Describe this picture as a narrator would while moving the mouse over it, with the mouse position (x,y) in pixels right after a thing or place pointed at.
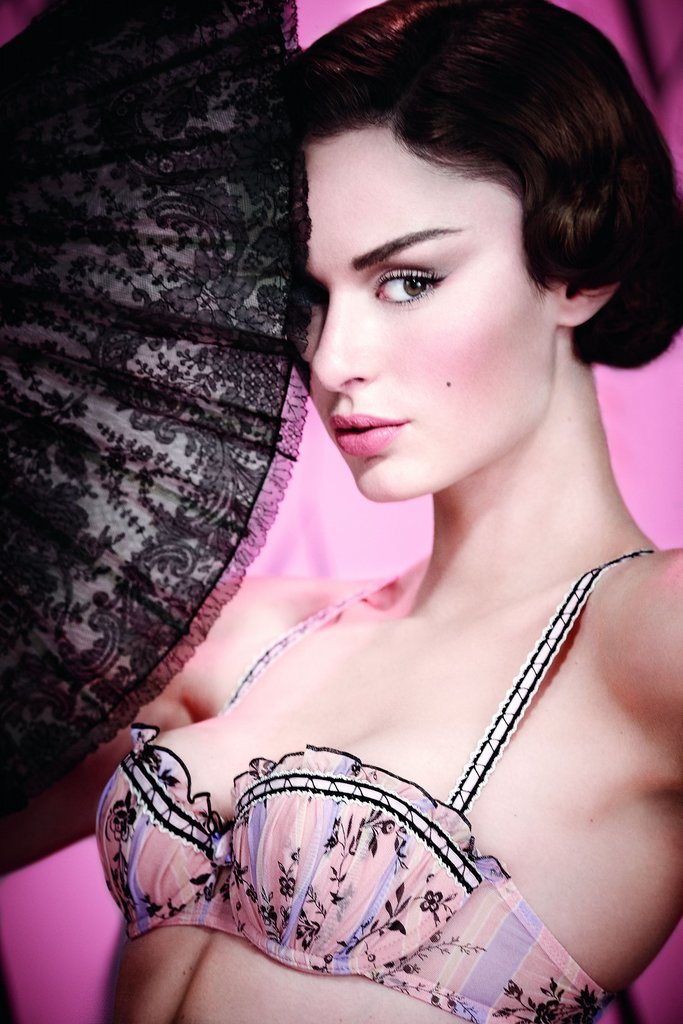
In the picture we can see a woman (327,978) in a fashion dress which is pink in color.
